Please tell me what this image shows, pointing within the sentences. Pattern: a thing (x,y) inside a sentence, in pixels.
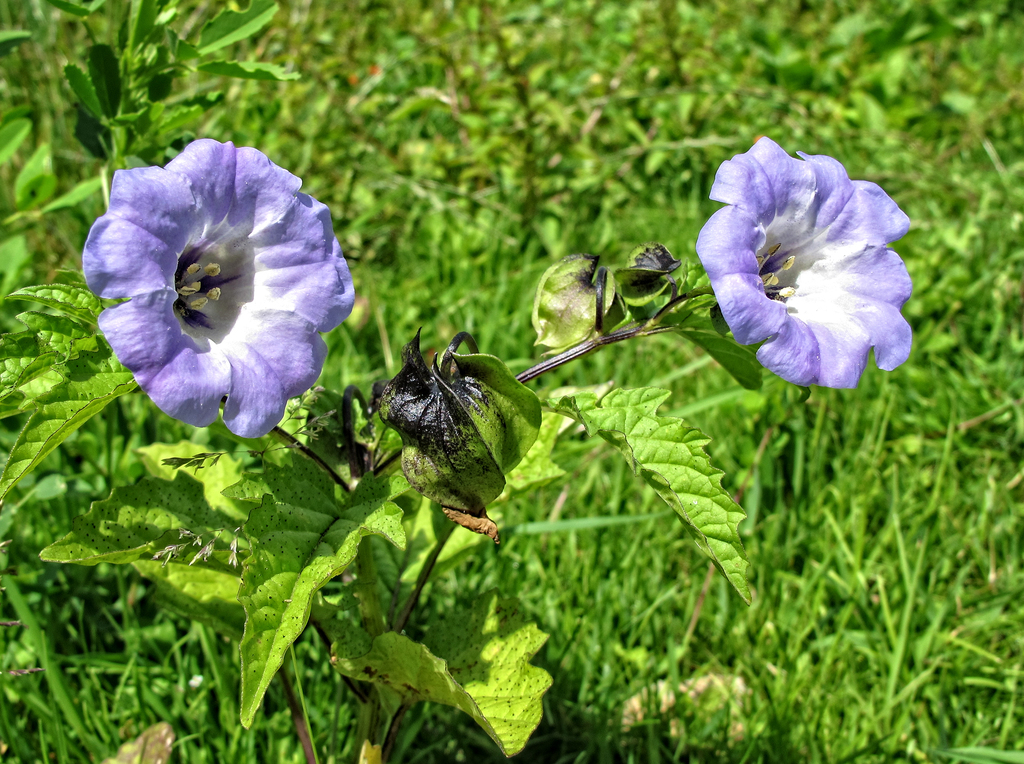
In front of the image there are flowers (278,288) with leaves (296,465) and stems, behind the flowers (319,245) there is grass (591,244) on the surface (504,525).
